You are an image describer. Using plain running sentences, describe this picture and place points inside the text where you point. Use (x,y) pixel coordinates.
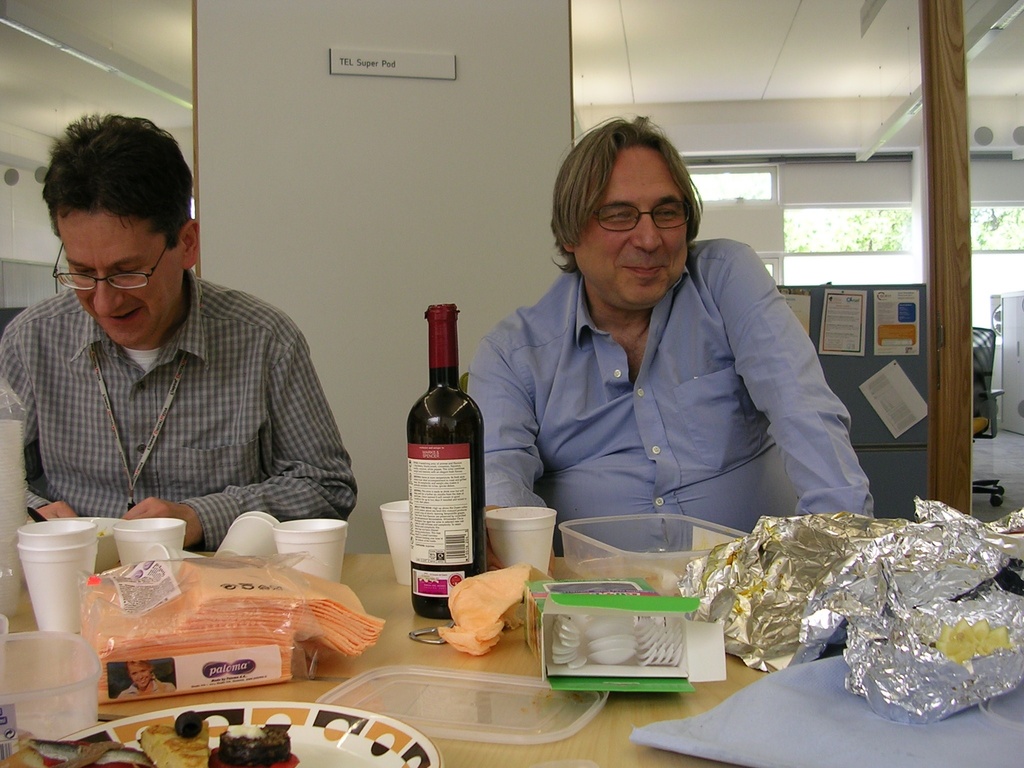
In this picture there are two men (265,331) sitting on the chair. There are few cups (73,580), bottle (415,493), aluminium foil (809,570), food (112,767) in the plate (290,706), tissue papers (297,626), box (646,678), purple cloth (751,723), bowl (65,691) on the table (625,743). There are few papers (882,375) attached to the blue object (857,368).
